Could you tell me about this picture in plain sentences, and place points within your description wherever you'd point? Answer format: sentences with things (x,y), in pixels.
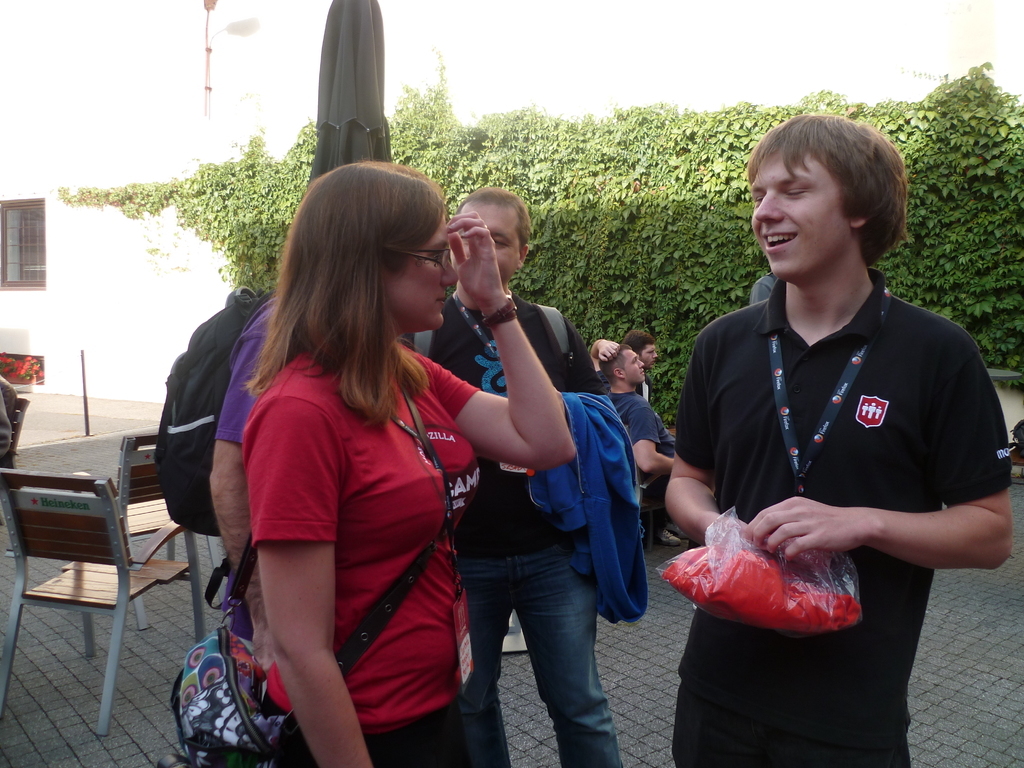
In this image there are group of persons (433,441) who are standing on the floor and at the top of the image (629,209) there are trees (1018,259) and buildings (89,273).
